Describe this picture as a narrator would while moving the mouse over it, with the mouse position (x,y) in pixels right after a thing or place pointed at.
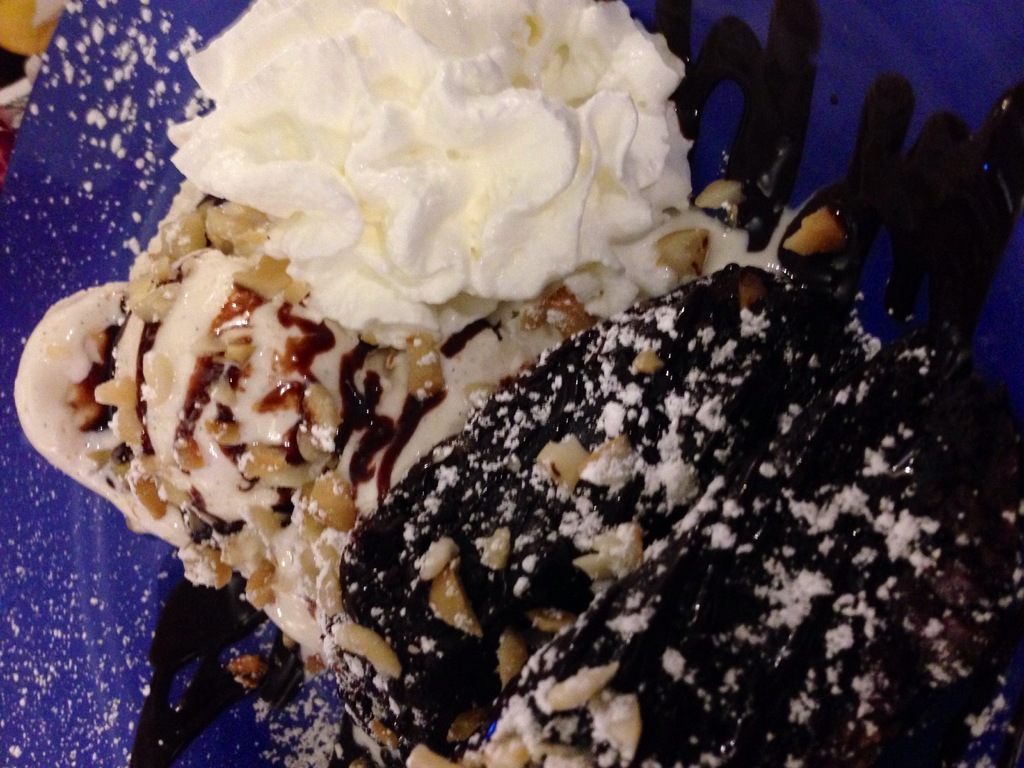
In this picture we can see a food item (648,705) with creams (571,214) and nuts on it and in the background (84,196) we can see a violet color object (97,270).
